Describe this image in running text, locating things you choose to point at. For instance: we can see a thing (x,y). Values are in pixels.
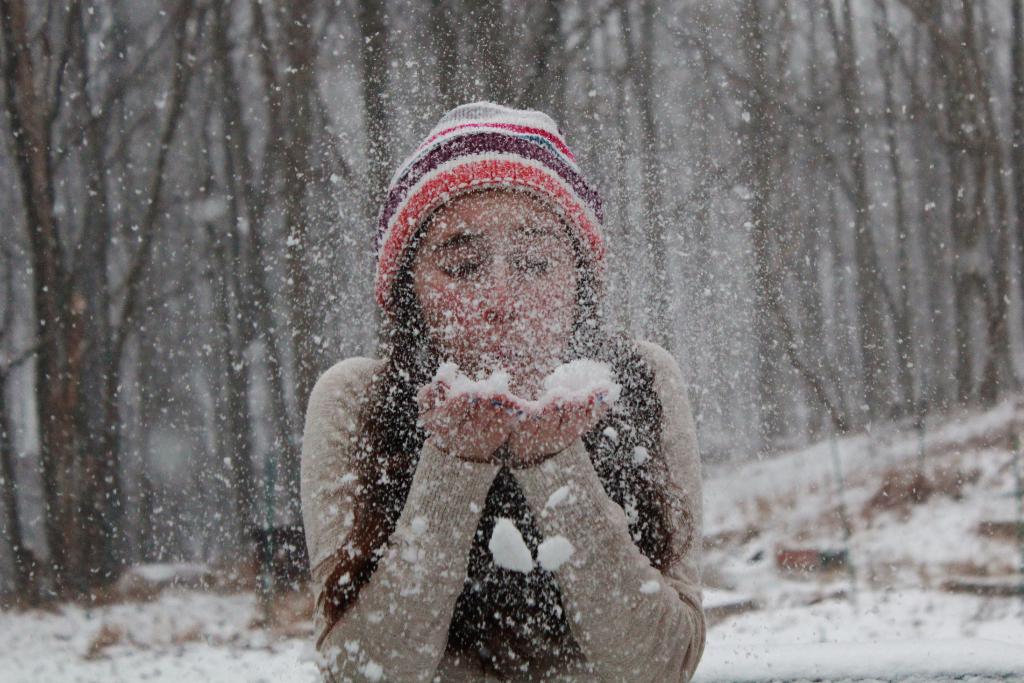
In this image there is women (479,286), she is wearing sweater (536,475) and cap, she is playing with snow (500,532), in the background (284,4) there are trees (836,211) and the land (734,573) is covered with full of snow (735,618).
